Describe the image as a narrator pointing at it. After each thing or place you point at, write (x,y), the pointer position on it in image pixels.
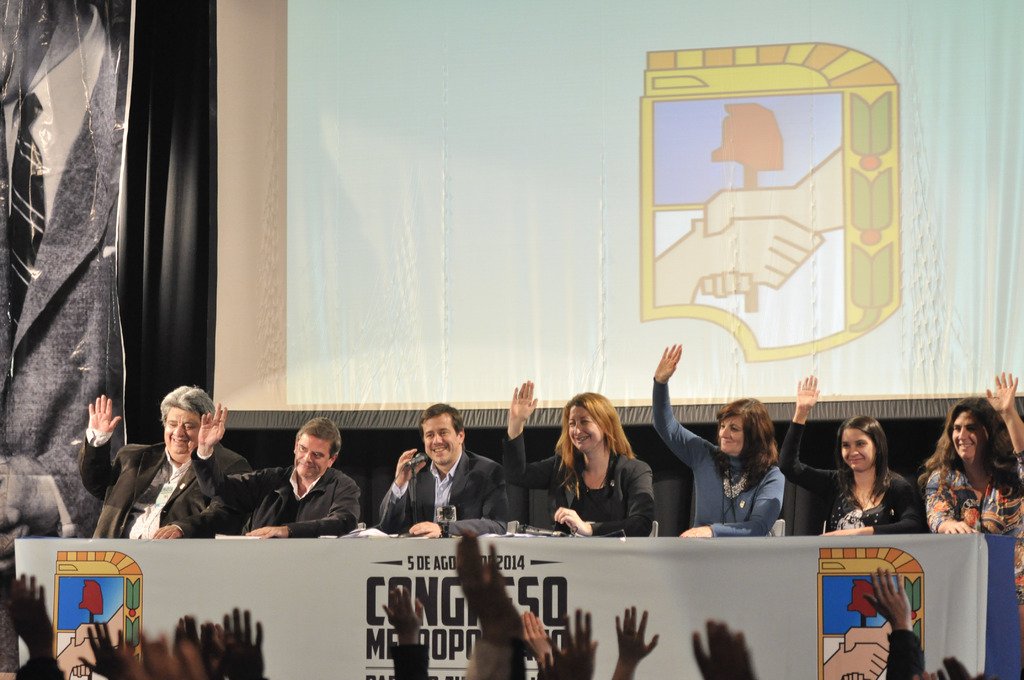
In this image there are a group of people (915,509) who are sitting, and in front of them there is a table (209,589) and one poster (905,577). On the poster (495,546) there is text (552,585), and in the background (445,73) there is a screen (473,235) and board (53,220). At the bottom (176,636) there are some persons hands (42,651) are visible.
